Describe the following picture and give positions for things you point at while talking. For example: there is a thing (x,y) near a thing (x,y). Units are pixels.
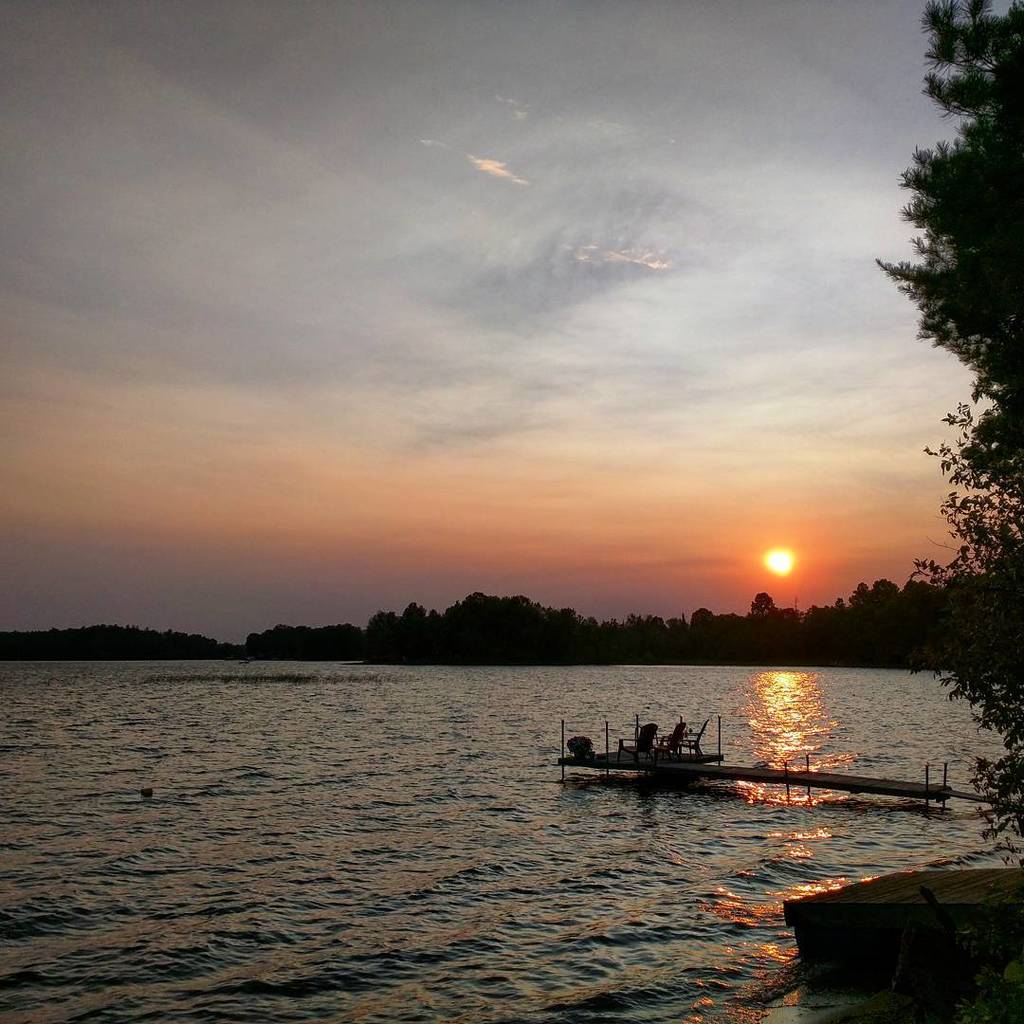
In this image we can see some chairs (647,748) and a plant (585,746) on the deck (579,761) of water (812,805). We can also see a large water body (543,767), a group of trees (764,630), the sun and the sky (511,382) which looks cloudy.
